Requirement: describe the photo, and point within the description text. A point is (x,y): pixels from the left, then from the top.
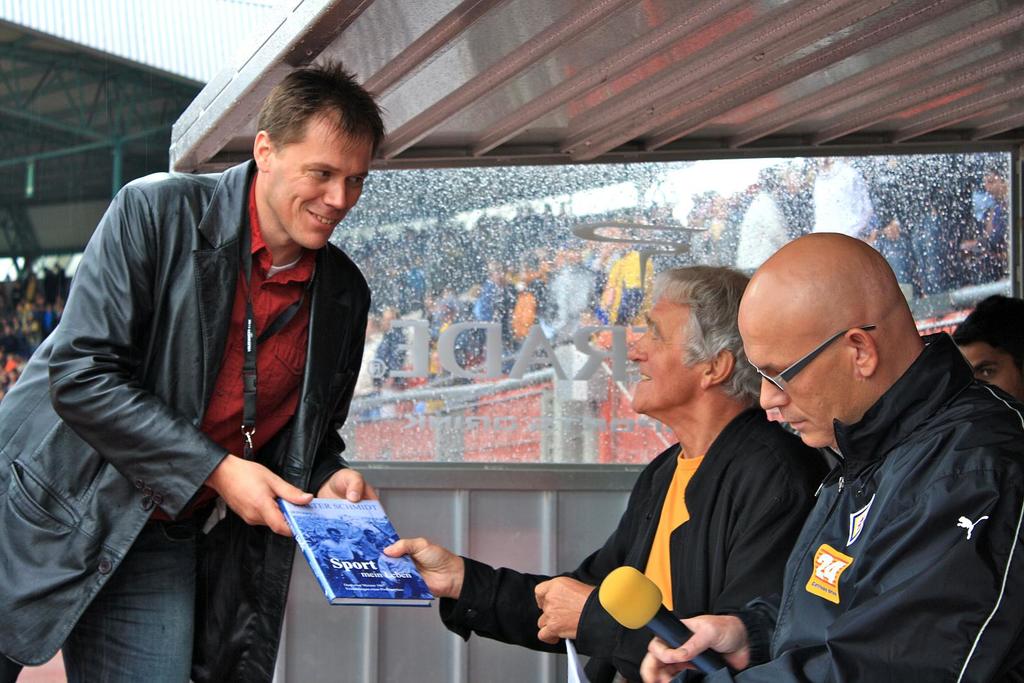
In this image we can see a man (664,658) holding a mic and sitting on the right side of the image (986,584) and there are two persons (740,563) holding a book (405,577) and we can see some people (559,294) in the background (53,291) and the place looks like a stadium (805,72).
